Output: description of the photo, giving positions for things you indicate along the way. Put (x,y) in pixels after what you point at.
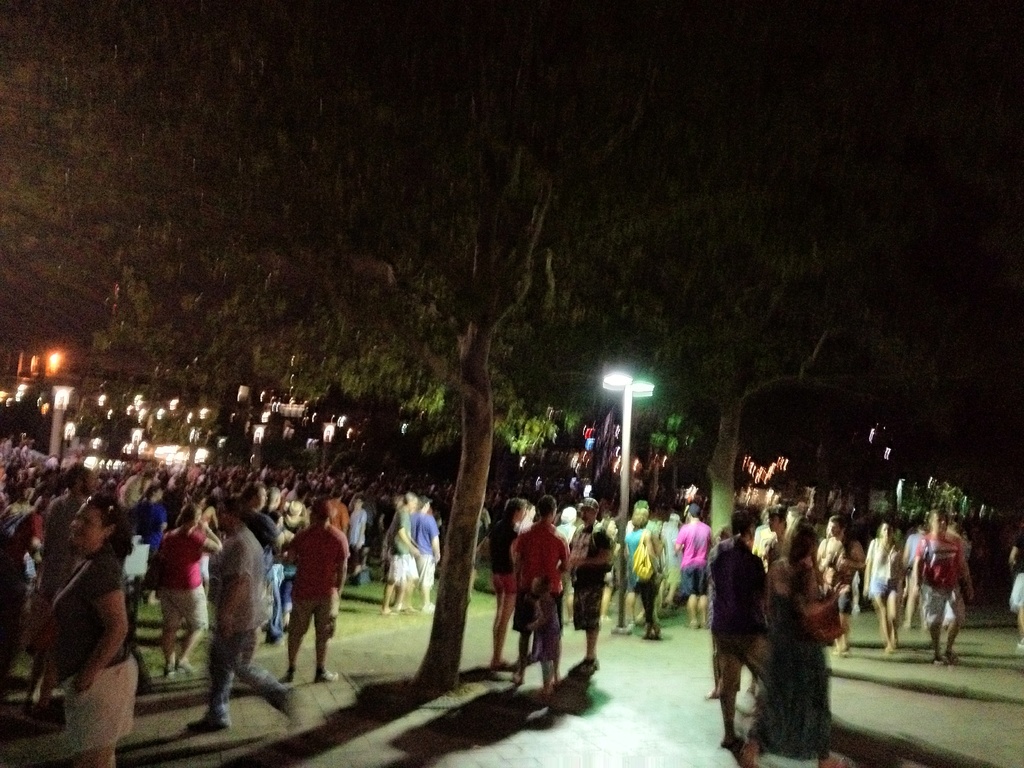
In the image there are many people (254,580) standing and walking on the land (561,743) under trees (660,25) with lights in the background (127,357), this is clicked at night time.
